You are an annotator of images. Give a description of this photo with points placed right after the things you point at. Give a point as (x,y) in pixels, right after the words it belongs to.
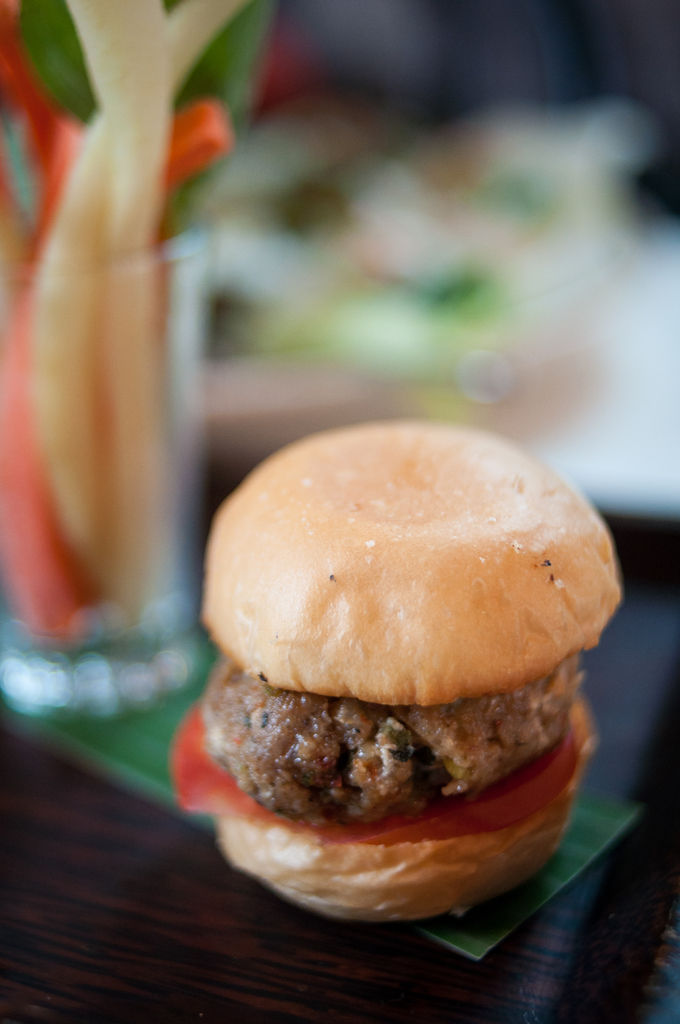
This is a zoomed in picture. In the foreground (634,1004) there is a wooden table (83,794) on the top of which a glass (168,462) and a burger (389,900) is placed. The background of the image (621,339) is very blurry.
